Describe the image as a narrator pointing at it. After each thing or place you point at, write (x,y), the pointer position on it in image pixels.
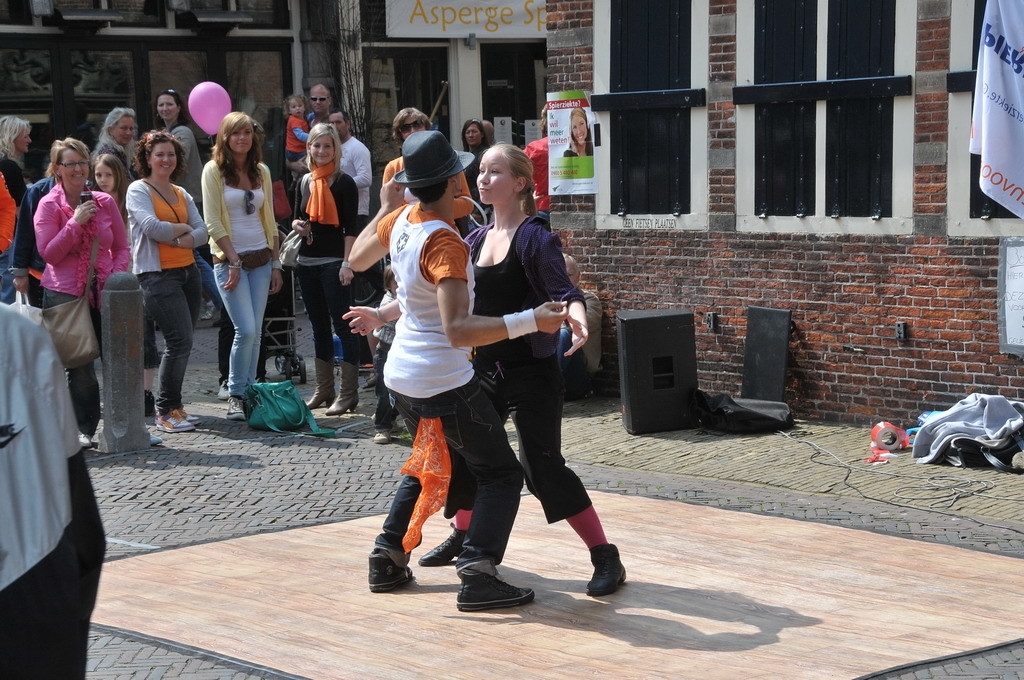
There are two persons (445,280) dancing on a platform (588,620). Person (389,351) in white dress (414,280) is wearing a hat (426,180). In the background (173,176) there are many people (208,184) standing. On the ground (197,393) there is a bag (255,385). Also there is a pillar (121,348). Also there are buildings (253,57) and some banners (484,35). On the side of the building (710,340) there are speakers (688,356).
